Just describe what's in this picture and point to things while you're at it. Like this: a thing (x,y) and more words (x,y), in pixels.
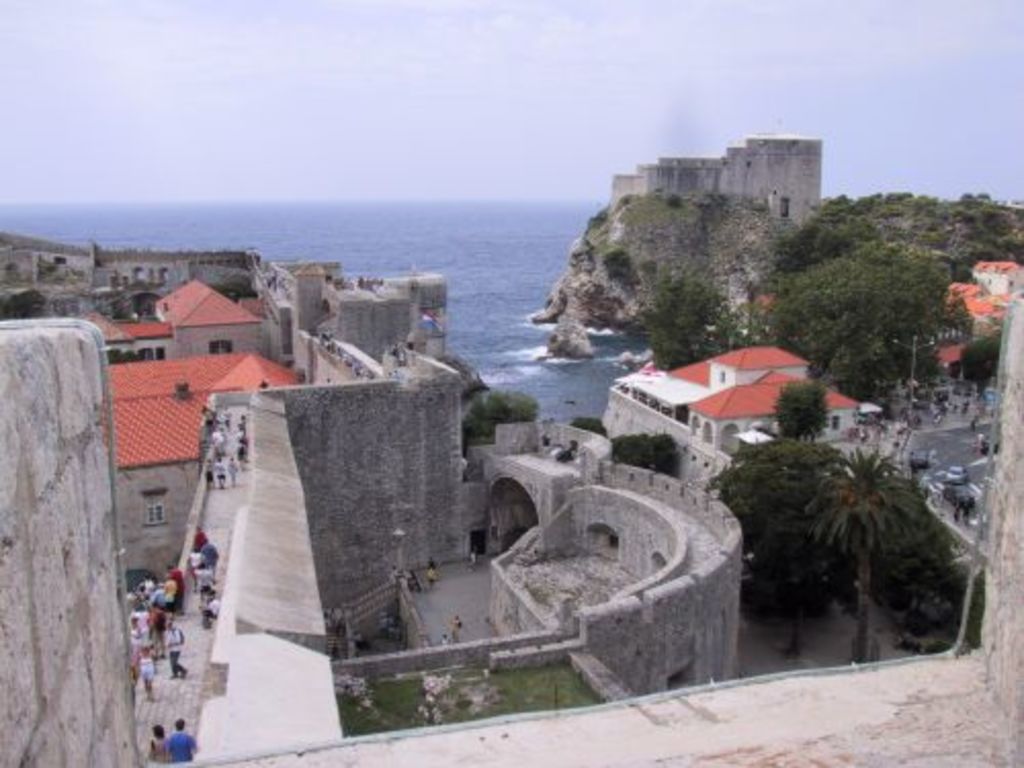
This image is taken outdoors. At the top of the image (200,112) there is a sky (402,148) with clouds (621,100). In the background (502,274) there is a sea (327,247) with waves (516,364). In the middle of the image (364,327) there are a few buildings (161,415) and houses (179,508) with walls (646,514), windows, roofs (152,382) and doors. Many people (149,657) are walking on the road (188,657) and a few are standing on the floor (973,528). On the right side of the image (934,471) a few cars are moving on the road (925,440) and there are many trees (898,359) and plants (919,521) on the hill (688,250).
